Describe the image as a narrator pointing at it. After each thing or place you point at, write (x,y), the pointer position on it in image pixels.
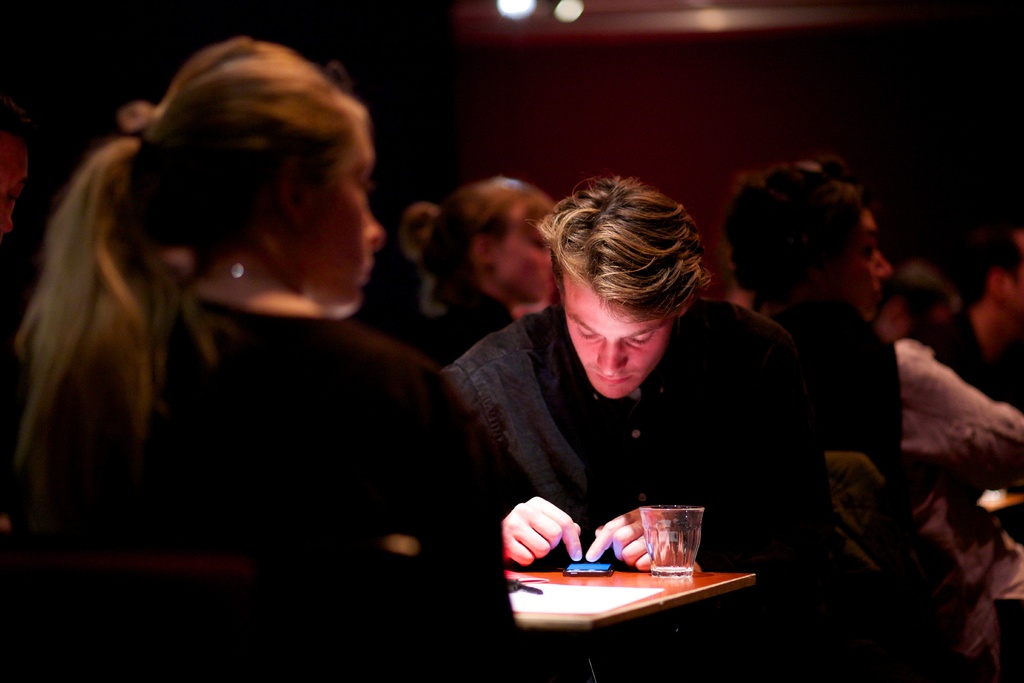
In this image I can see a person (698,390) sitting. In front (553,607) I can see mobile (590,574), glass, paper (596,601) and some objects (512,592) on the table (631,581). Back I can see few people (860,260) around. Background (923,235) is in dark in color.
